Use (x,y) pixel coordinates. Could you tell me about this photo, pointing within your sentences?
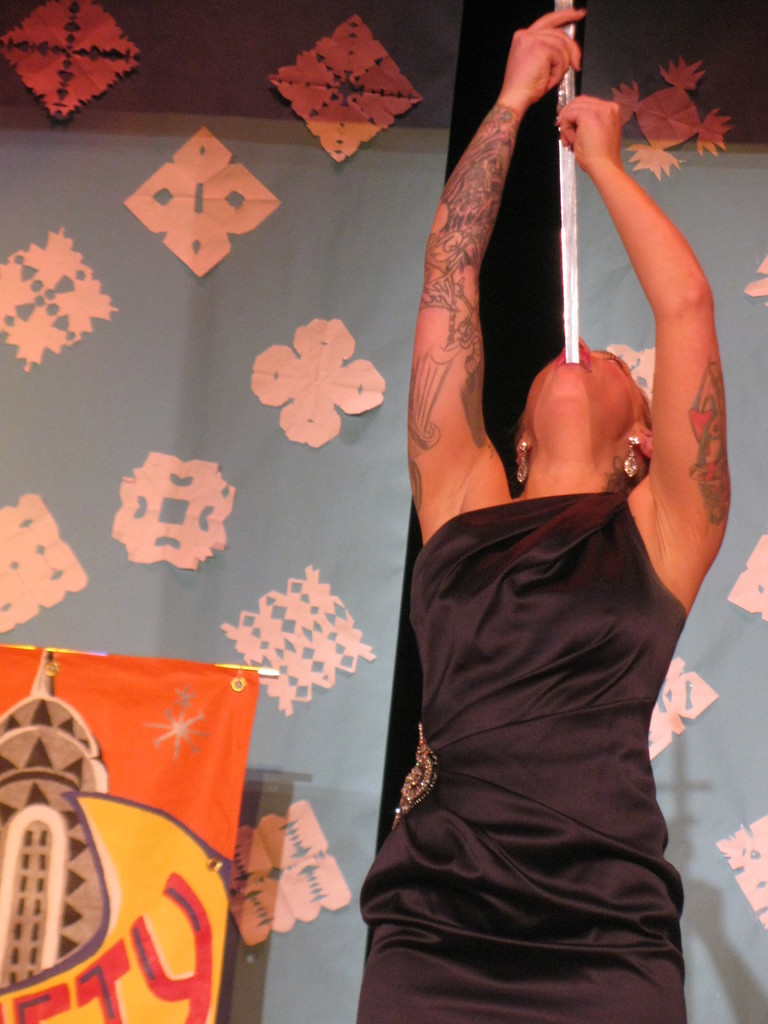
There is a lady (442,699) in black dress (482,705) is inserting a sword (571,277) in the mouth (574,367). In the back (272,361) there's a wall (180,285) with paper decorations (291,597). Also there is a banner (114,850).
